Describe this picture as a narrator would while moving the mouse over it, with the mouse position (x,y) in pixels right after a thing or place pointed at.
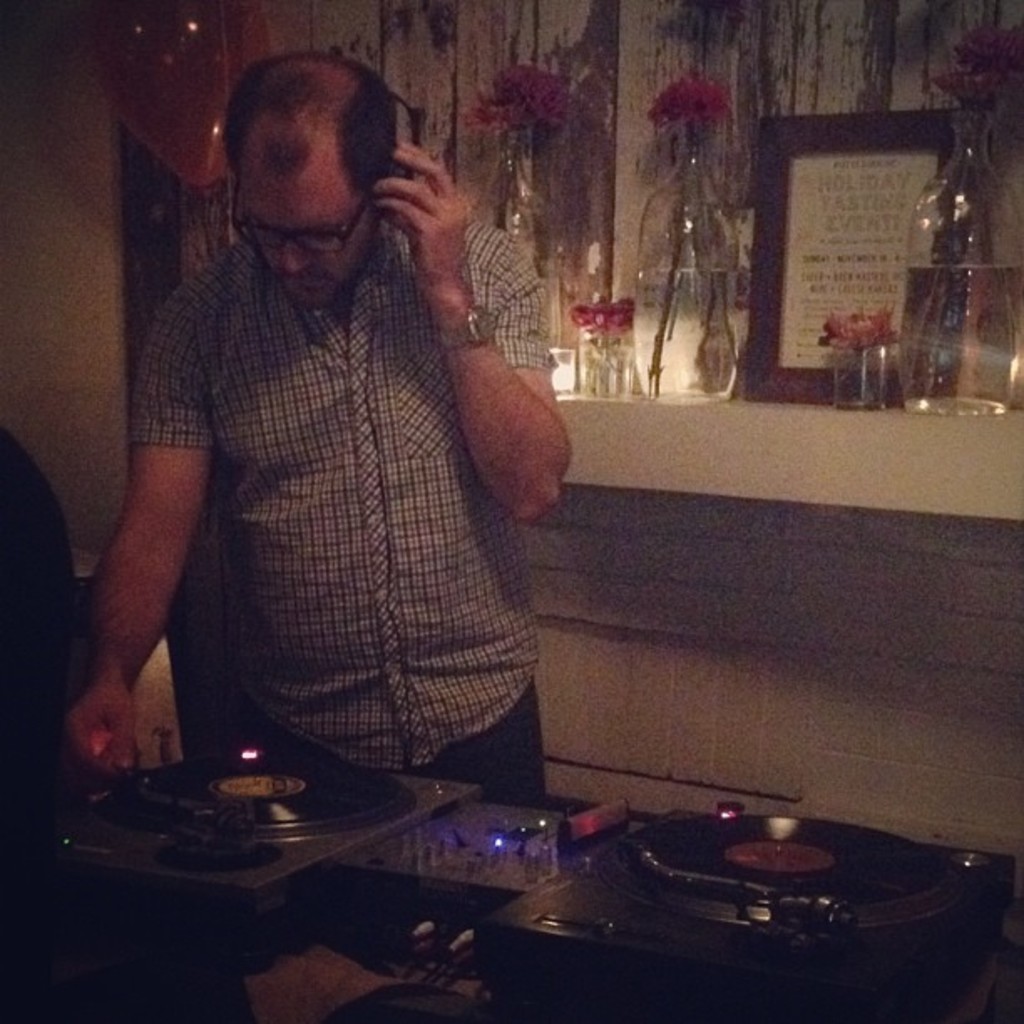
In this image there is a man (105,747) standing in front of DJ (138,812) and listening something in head phones (376,173), behind him there is a table (723,452) with some frame (820,128) and flower vases (727,340).
